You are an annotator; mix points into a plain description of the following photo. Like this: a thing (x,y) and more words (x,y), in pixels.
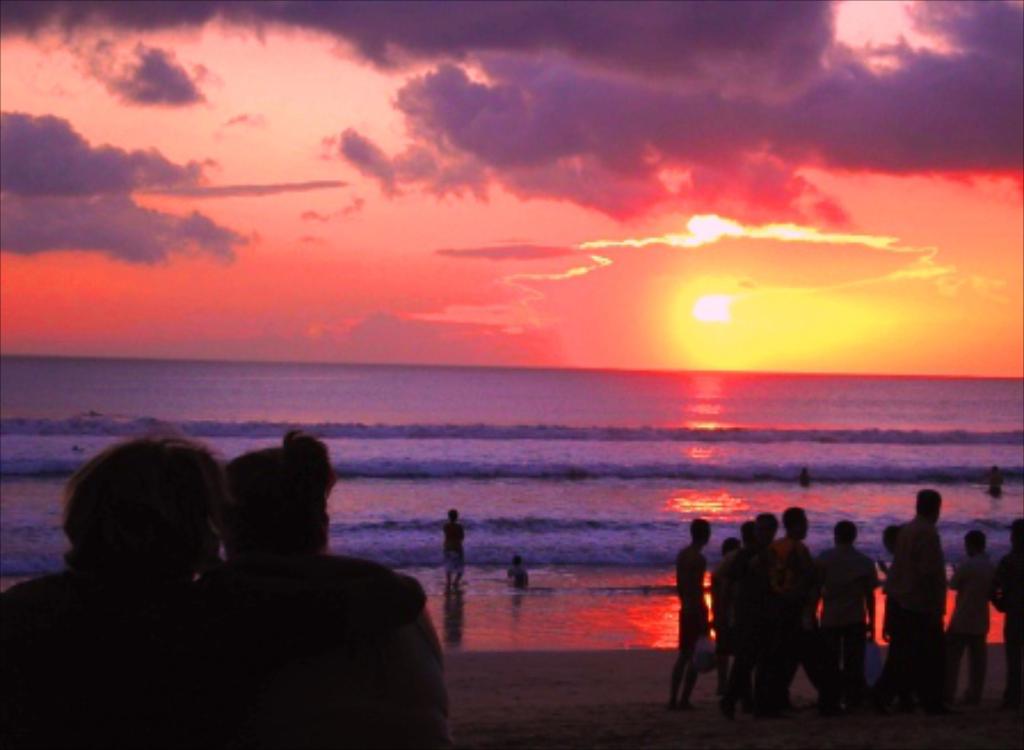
In the image we can see people (801,537) standing. Here we can see the beach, water (530,458), cloudy sky (435,303) and the sun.
